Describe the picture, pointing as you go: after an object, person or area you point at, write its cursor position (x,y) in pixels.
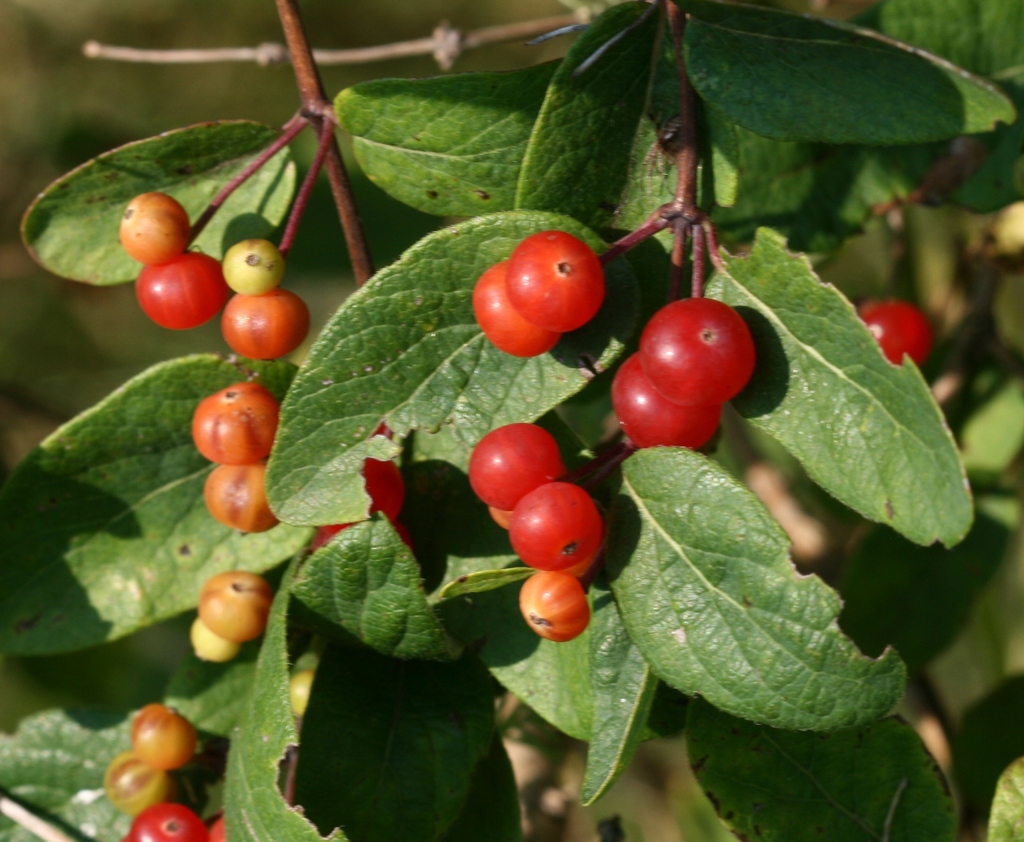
In this picture I see the fruits (568,285) and leaves (353,382) on the stems (261,164) and I see that it is bit blurred in the background (143,324).
